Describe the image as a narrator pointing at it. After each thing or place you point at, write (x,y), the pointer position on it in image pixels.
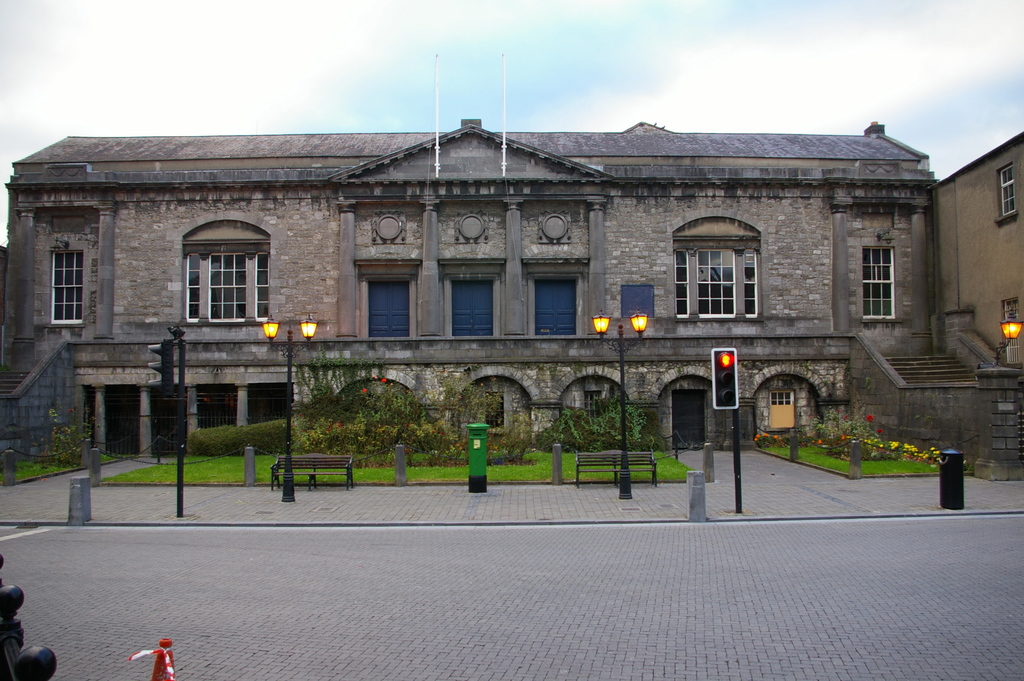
In this image we can see buildings (329,220), street poles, street lights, traffic poles (737,490), traffic signals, post box (484,452), benches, barrier poles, staircases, plants (369,420), shrubs (377,422), traffic cones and sky (433,125) with clouds (309,115) in the background (781,119).
